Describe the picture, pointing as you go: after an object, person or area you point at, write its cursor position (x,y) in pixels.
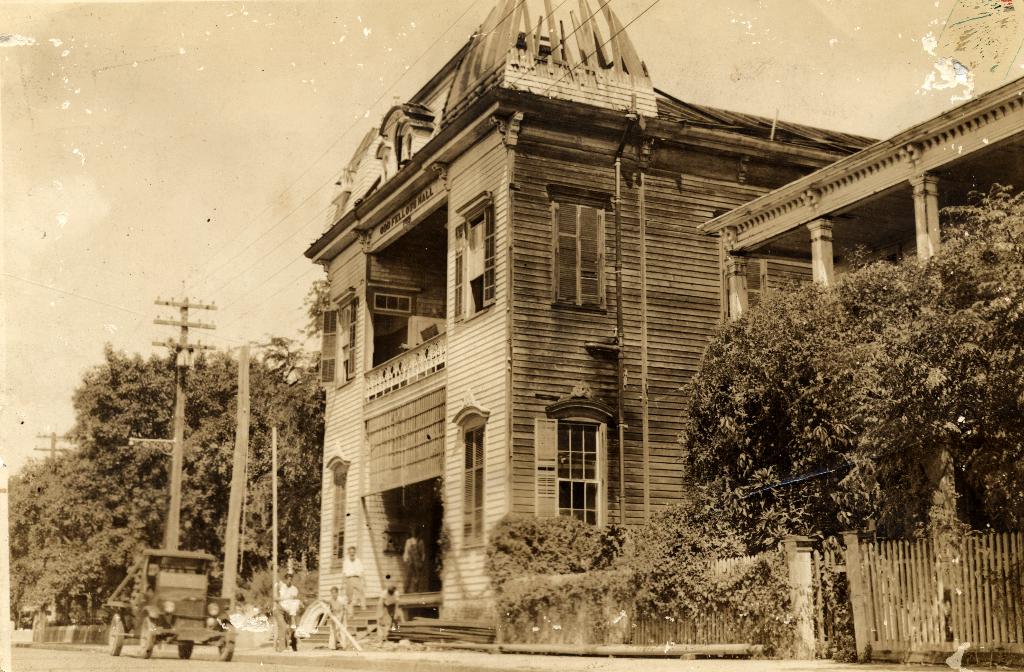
In this image there is the sky (226,45) towards the top of the image (218,56), there are buildings (604,266) towards the right of the image (720,294), there are windows (598,458), there is a wall (664,369), there are pillars (821,252), there is a wooden fence (938,577) towards the right of the image (924,572), there are trees (877,349) towards the right of the image (906,320), there are trees (99,467) towards the left of the image (129,489), there are poles (177,424), there are wires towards the top of the image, there are persons (337,600) standing, there is road (92,666) towards the bottom of the image (125,660), there is a vehicle (233,643) on the road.
